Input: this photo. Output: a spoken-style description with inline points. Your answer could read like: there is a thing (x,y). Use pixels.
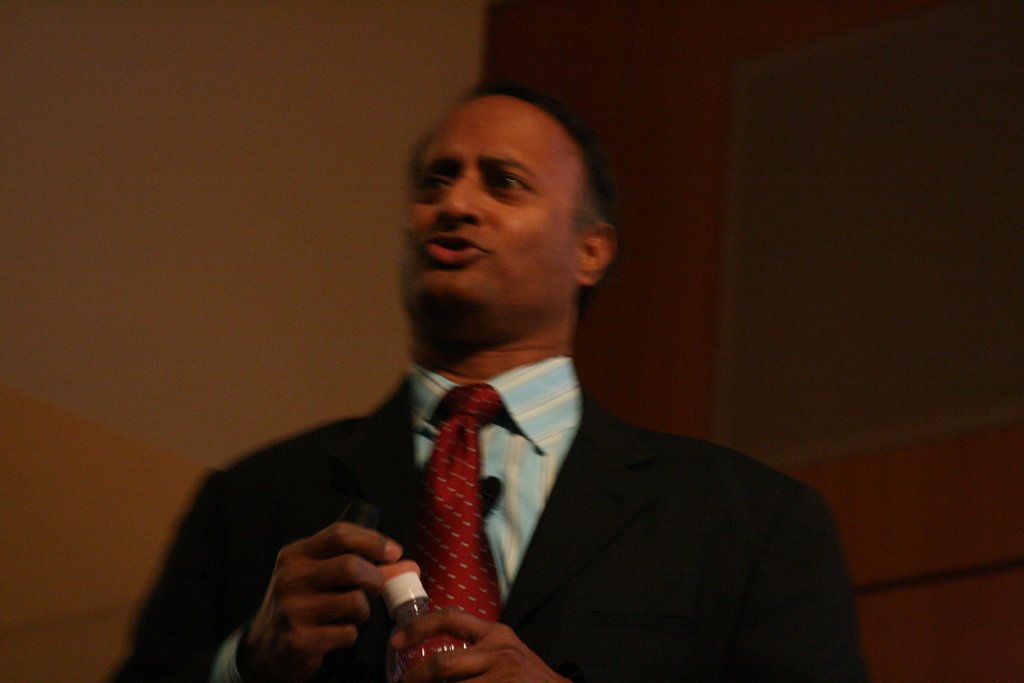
In this image the person (644,649) is standing and holding a water bottle (441,636).
